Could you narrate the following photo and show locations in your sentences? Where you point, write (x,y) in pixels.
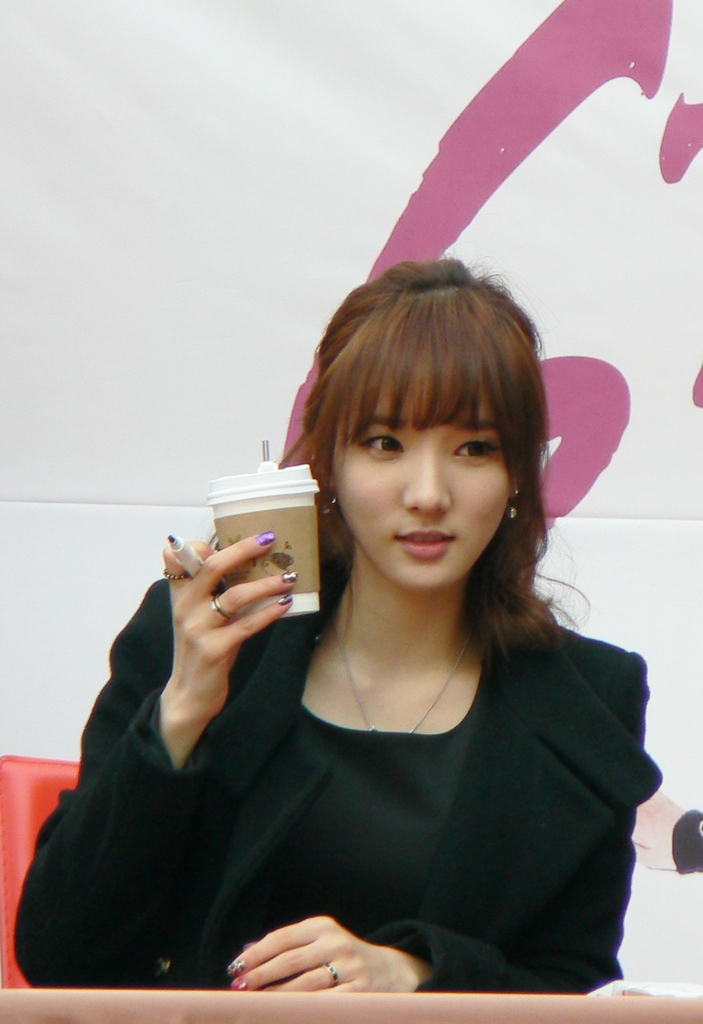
In this image we can see a girl (399,616). She is wearing black color dress (160,742) and holding marker pen (188,567) and glass (262,557) in her hand (225,548). There is the banner (304,181) in the background (63,517).
